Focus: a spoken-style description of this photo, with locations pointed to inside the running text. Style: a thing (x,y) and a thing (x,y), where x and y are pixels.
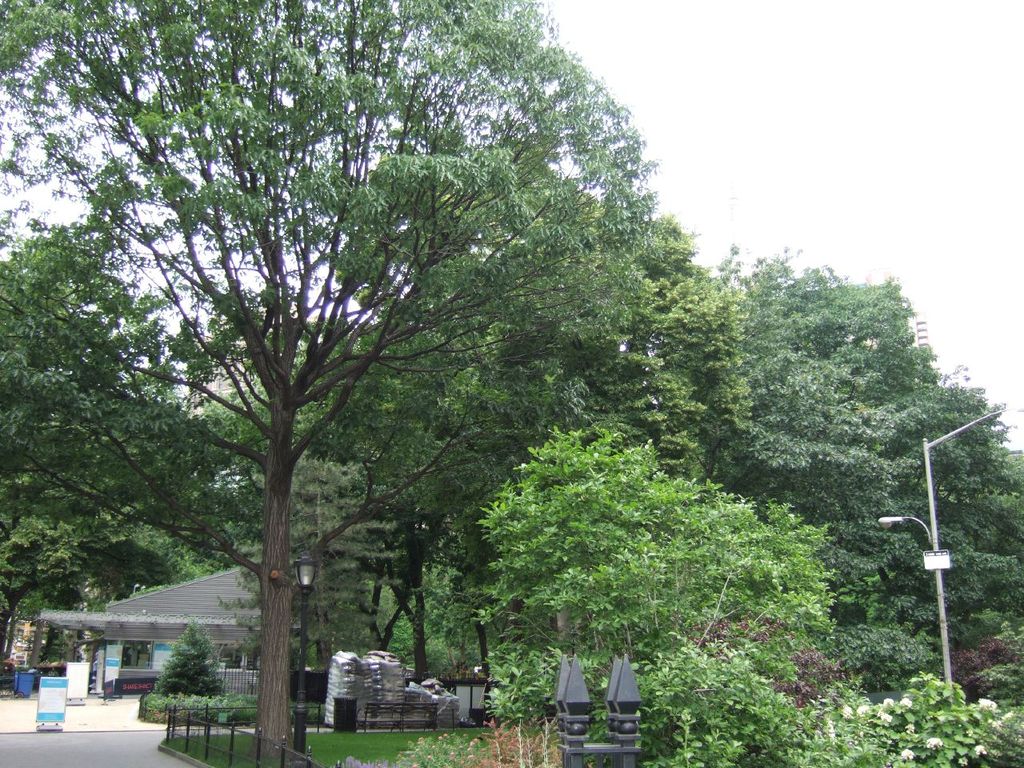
In this picture it looks like a park (592,518) with many trees (572,573), plants (833,675), flowers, lamp posts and a light pole (931,515). In the background (223,601), we can see a hut shaped place (177,596) with boards (46,702) and small pillars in front of it.
